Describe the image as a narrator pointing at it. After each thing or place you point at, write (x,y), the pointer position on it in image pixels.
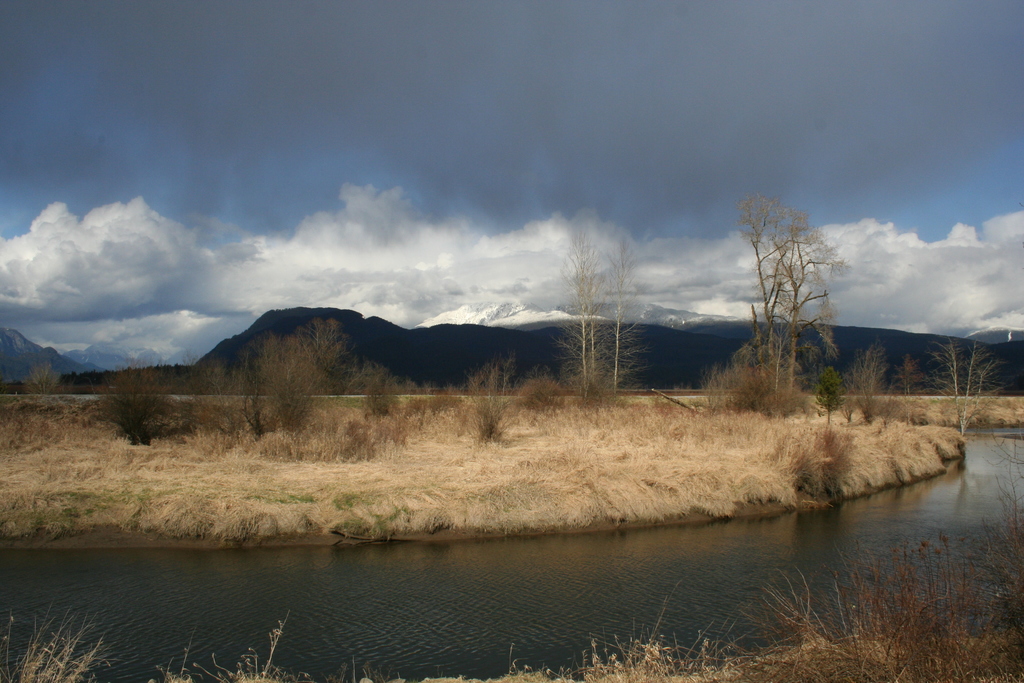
This image is taken outdoors. At the top of the image (223,168) there is a sky (646,136) with clouds (971,308). At the bottom of the image (821,644) there is a ground (889,672) with grass (60,639) on it. In the middle of the image (555,427) there is a lake (412,590) with water (879,526) and there is a ground (312,430) with grass (112,447), a few plants (161,391) and trees (198,373) on it. In the background (424,362) there are a few hills (434,343).
